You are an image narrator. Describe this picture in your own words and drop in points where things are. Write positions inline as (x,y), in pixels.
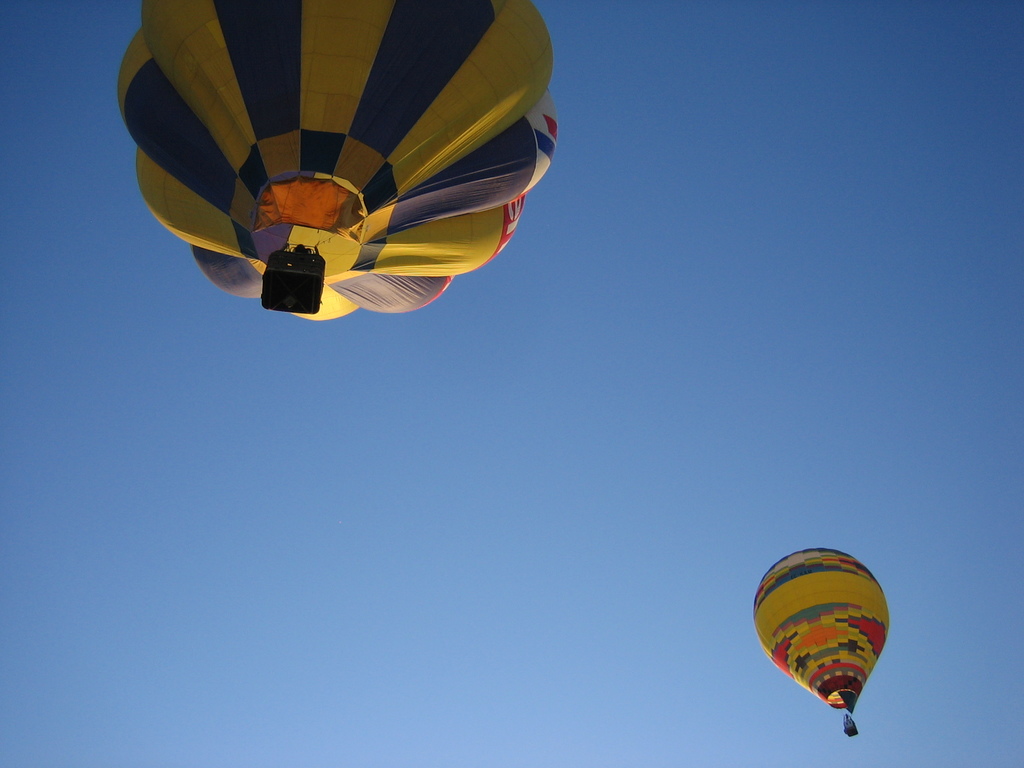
In this picture we can see couple of hot air balloons (373,86) in the air (629,460).
